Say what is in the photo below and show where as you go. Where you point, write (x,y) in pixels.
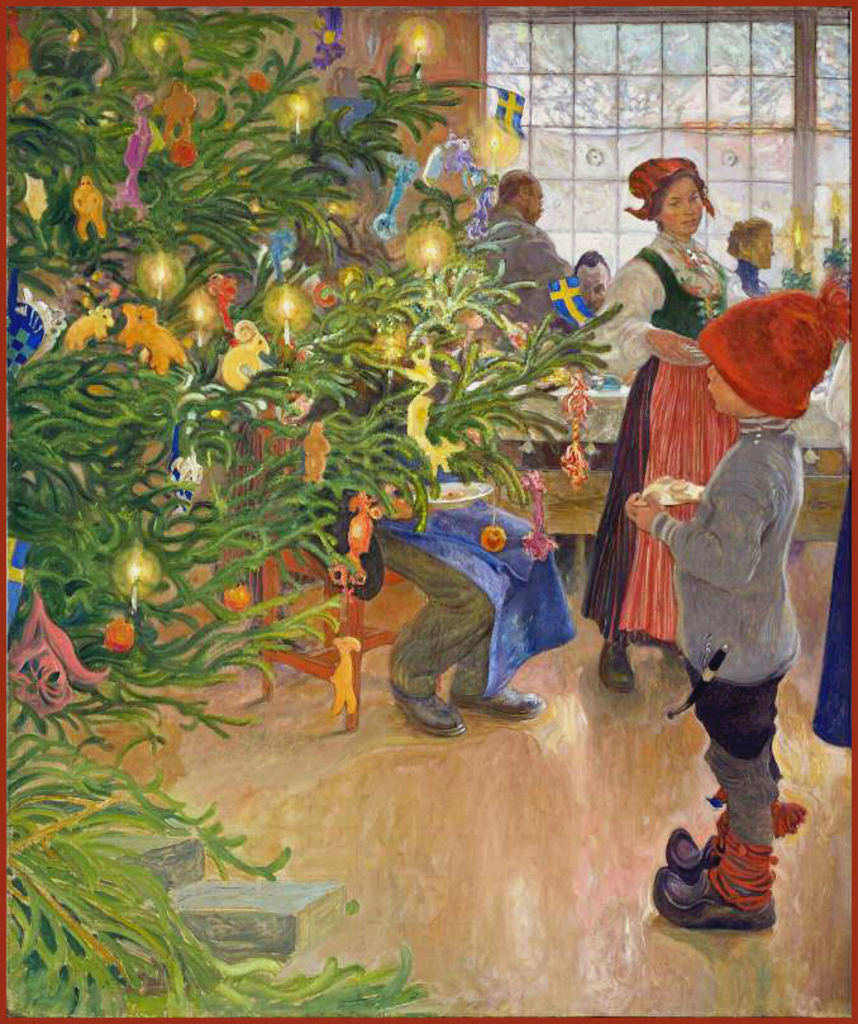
This image is a painting. In this painting we can see people (787,462) standing and some of them are sitting. There are tables (832,499). On the left (156,718) there is a decor (207,402). In the background (447,58) we can see a window (496,80) and a wall (362,73).
